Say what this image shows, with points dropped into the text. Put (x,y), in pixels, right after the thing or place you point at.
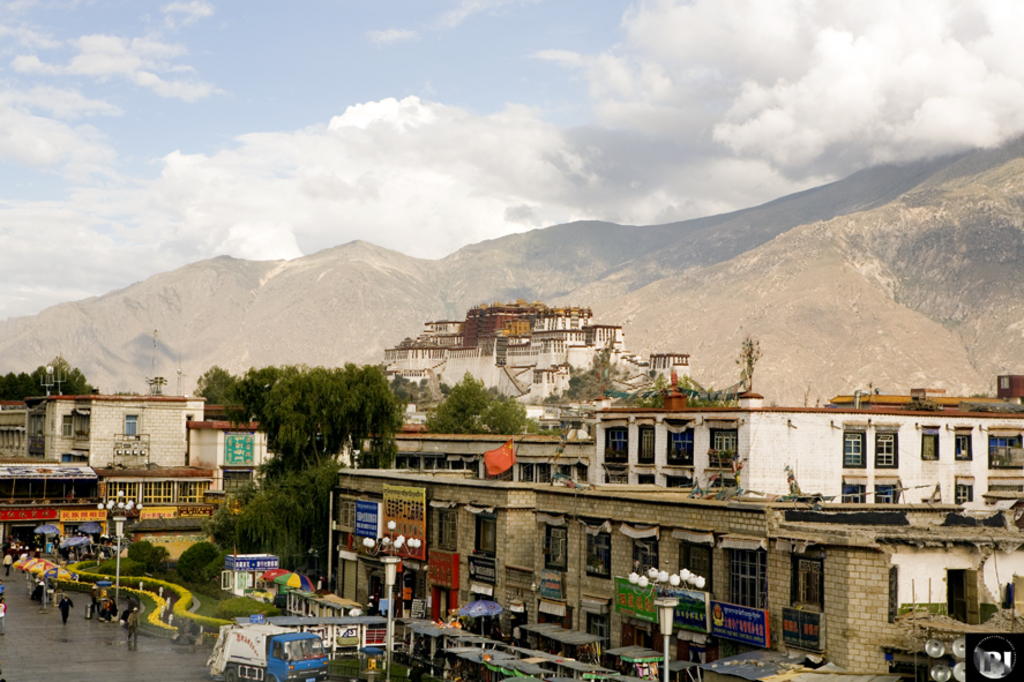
In this image I can see few buildings (619,501), trees (315,398), light poles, stores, vehicles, few people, glass windows (597,543), different boards (451,571), tents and mountains (739,347). The sky (506,135) is in white and blue color.
